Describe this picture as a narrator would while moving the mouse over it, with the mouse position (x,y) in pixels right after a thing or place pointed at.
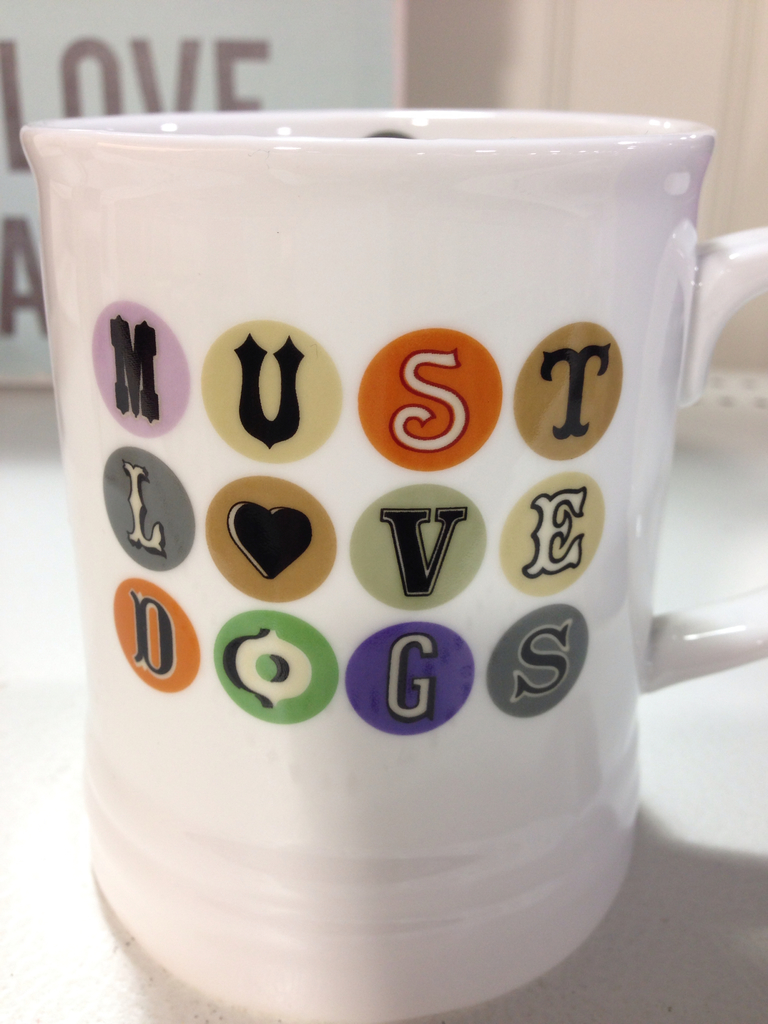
In this image we can see a cup (189,534) with some text (266,433) on it which is placed on a table (575,987). On the backside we can see a board (264,3) with some text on it.
